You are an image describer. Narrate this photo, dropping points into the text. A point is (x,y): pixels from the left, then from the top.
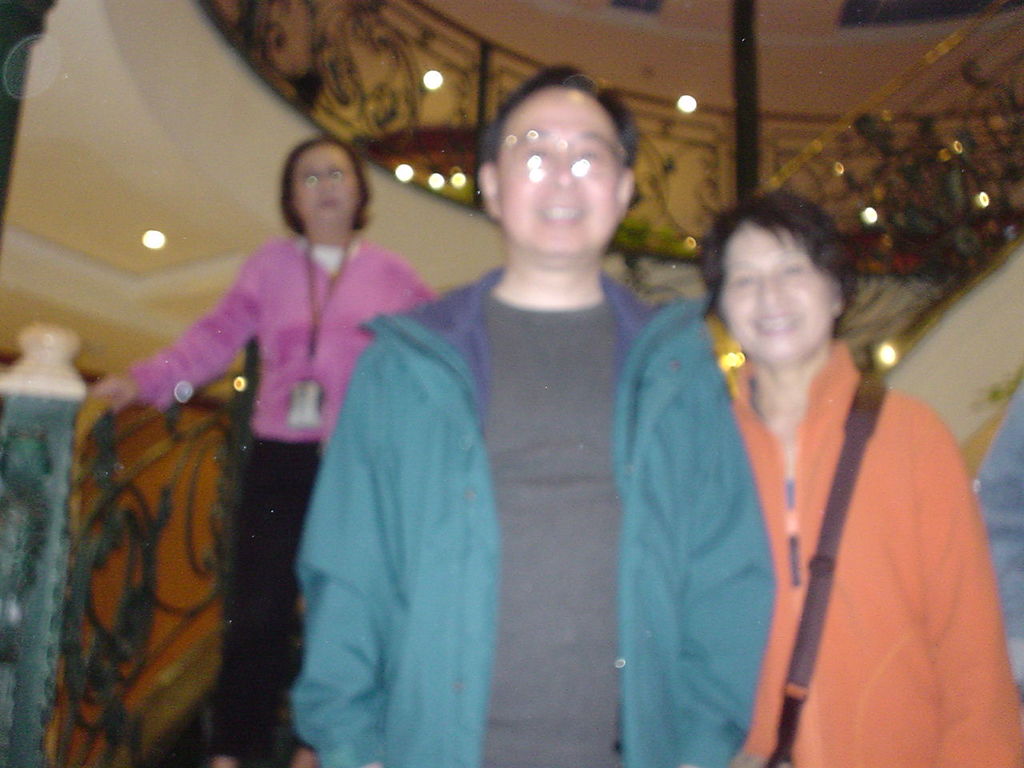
In this picture I can see in the middle (353,266) three persons (470,426) are standing and smiling. They are wearing the sweaters (459,458), at the top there are lights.
